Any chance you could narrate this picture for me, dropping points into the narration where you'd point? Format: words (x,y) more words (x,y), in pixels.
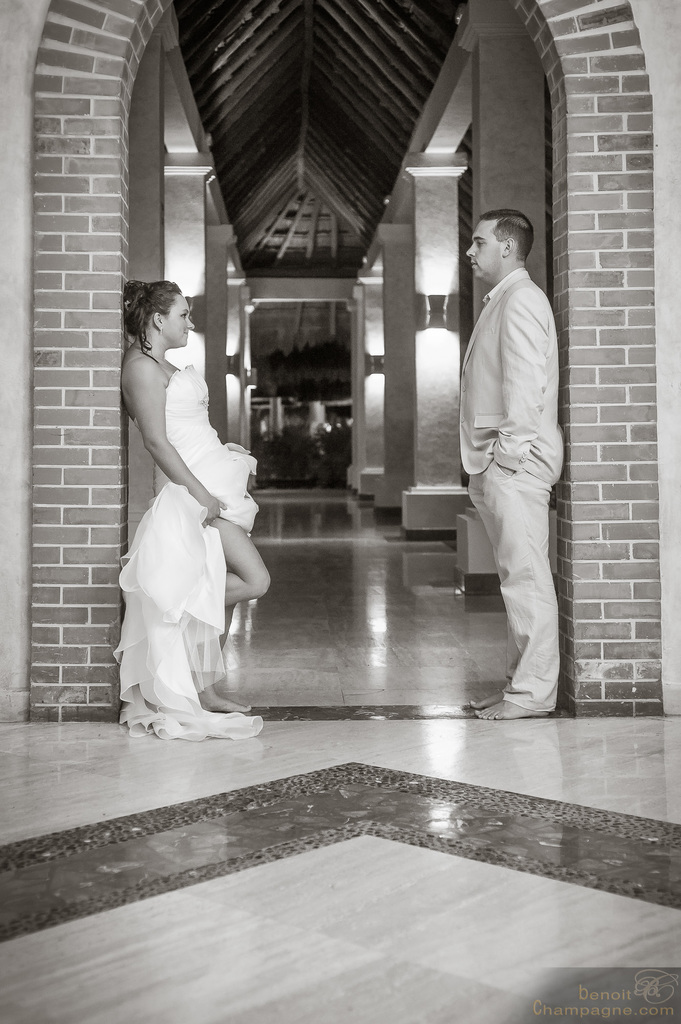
This is the picture of a lady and a guy (470,410) standing in between the arch (106,591) on the floor (147,743) and behind there are some lights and some bricks (110,611) to the wall (103,605).
